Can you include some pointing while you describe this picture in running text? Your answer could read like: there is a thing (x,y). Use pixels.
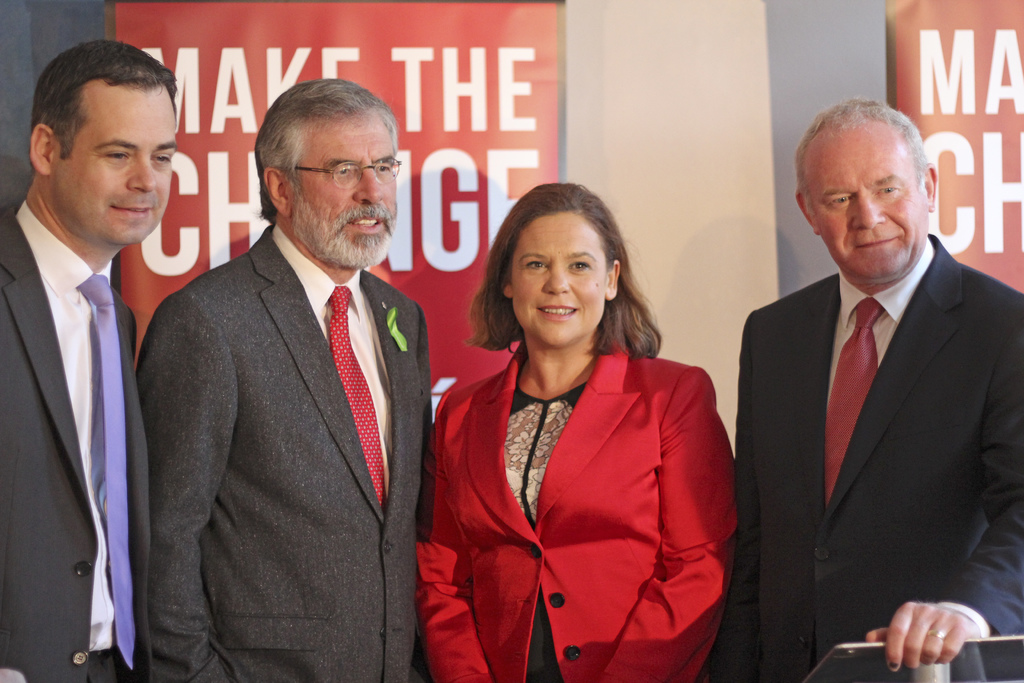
In this image I can see three men (276,373) wearing white shirts (67,276) and black blazers (230,286) are standing and a woman (538,343) wearing black and red dress (550,444) is standing between them. In the background (670,177) I can see the white colored wall (657,106) and two banners (402,67) which are red and white in color.
